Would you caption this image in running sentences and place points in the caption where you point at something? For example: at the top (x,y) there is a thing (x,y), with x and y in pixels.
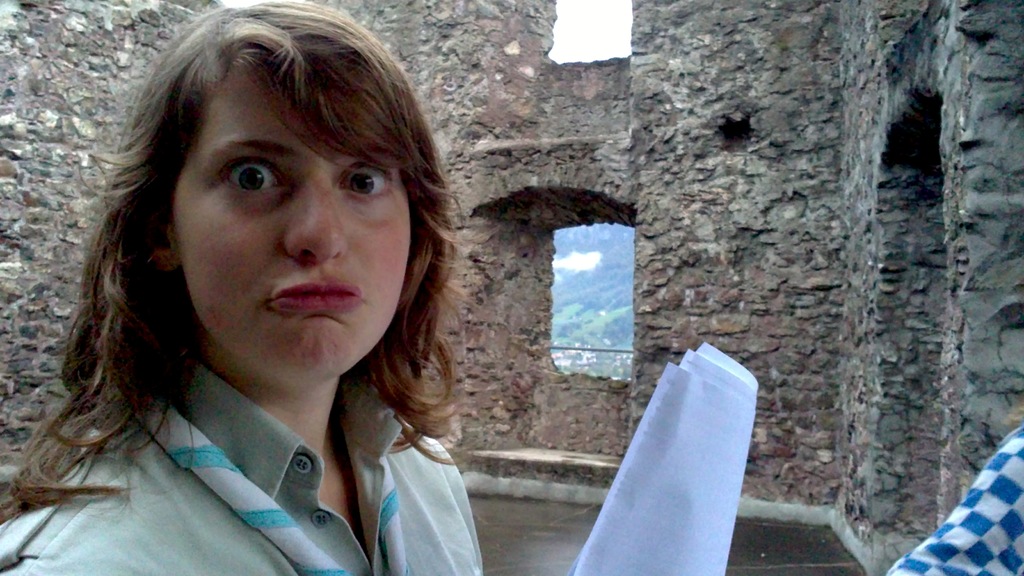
In this image we can see a lady (331,434) making a different facial expression and she is wearing a green color dress (137,523) and holding some papers (670,553) in her hand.
